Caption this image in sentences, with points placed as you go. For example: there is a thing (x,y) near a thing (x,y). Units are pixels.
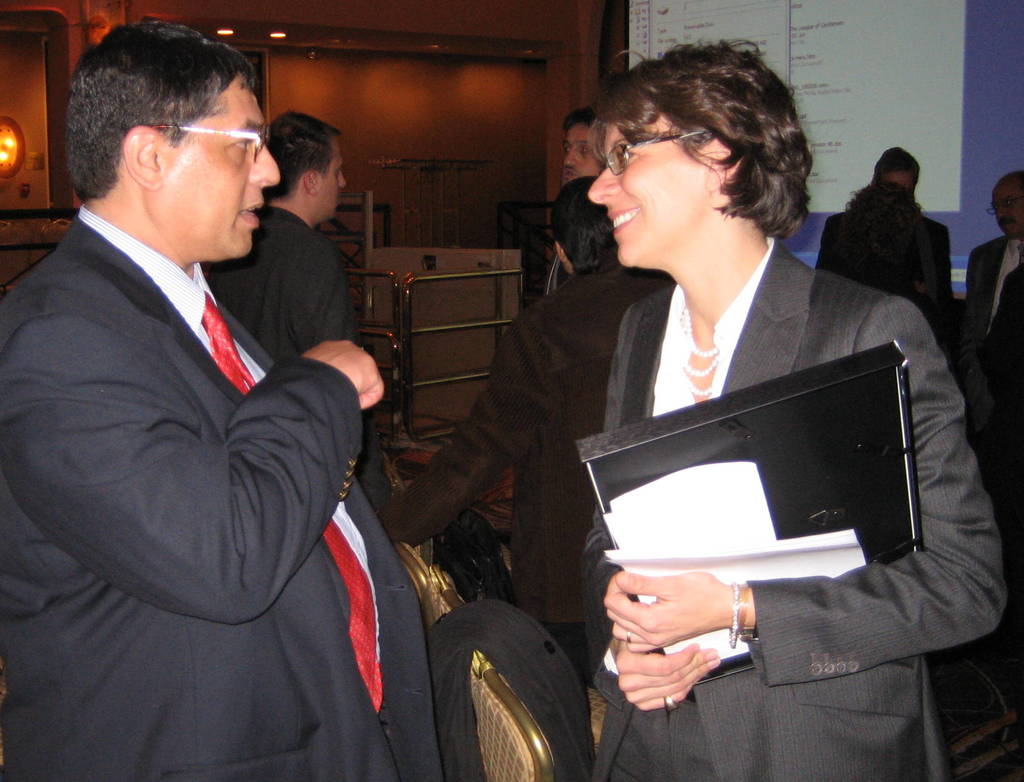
In front of the picture, we see a man (251,362) in white shirt (146,262) and black blazer (192,468) is talking to the woman (676,332) who is wearing black blazer (792,358). She is holding papers (689,564) and a black color thing (770,394) in her hand (688,668). She is smiling. In between them, we see chairs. Behind them, we see people (973,399) are standing. Behind them, we see a railing (400,271) and behind that, we see a wall (362,63). On the right side (892,107), we see a projector screen (835,128) with some text (823,60) displayed on it.
